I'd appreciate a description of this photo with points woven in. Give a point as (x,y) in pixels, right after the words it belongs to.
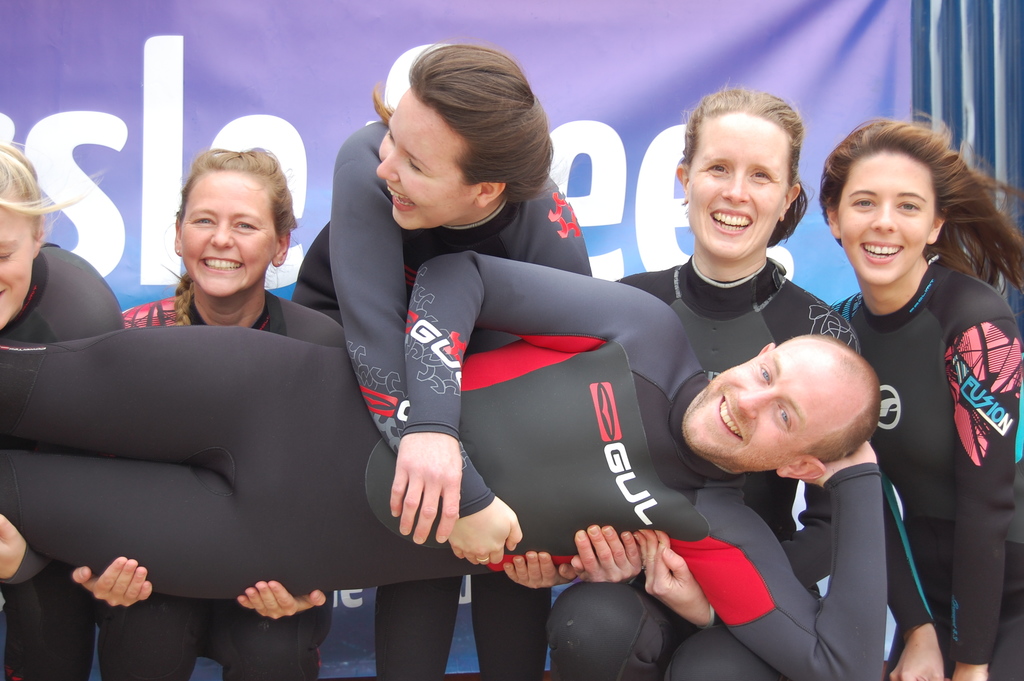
In the image in the center (399,252) we can see few people (888,329) were standing and holding one person (93,522). And they were smiling, which we can see on their faces (916,247).
